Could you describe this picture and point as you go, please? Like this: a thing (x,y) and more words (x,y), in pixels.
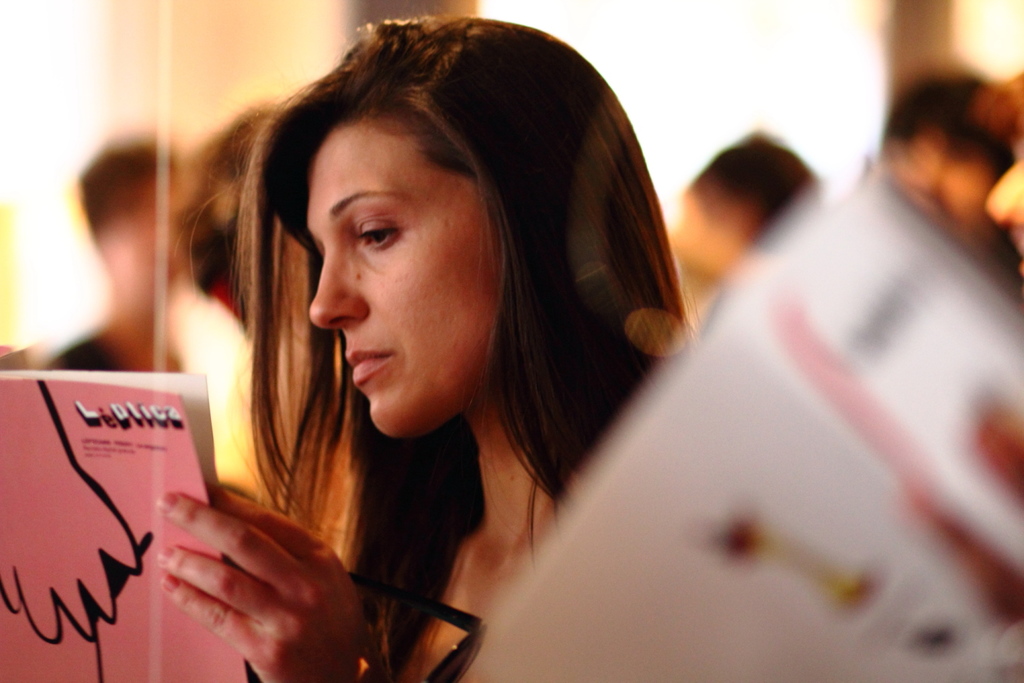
In the image we can see a woman (367,295) wearing clothes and she is holding a book (135,545) and goggles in the hand (326,588), and the background (73,64) is blurred.
